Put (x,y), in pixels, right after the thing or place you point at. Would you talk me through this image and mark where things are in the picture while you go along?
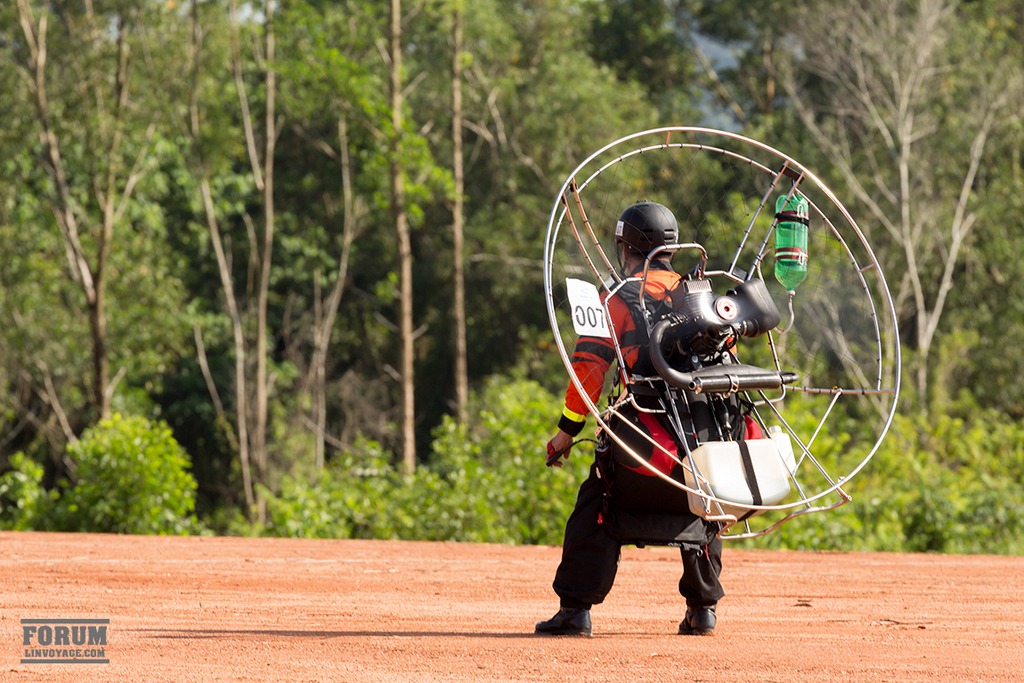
In this picture we can see a bottle (804,201), sticker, helmet (631,221), shoes (700,609), some objects (645,466) and a person (629,359) standing on the ground (433,593) and in the background (292,221) we can see trees (503,135).
